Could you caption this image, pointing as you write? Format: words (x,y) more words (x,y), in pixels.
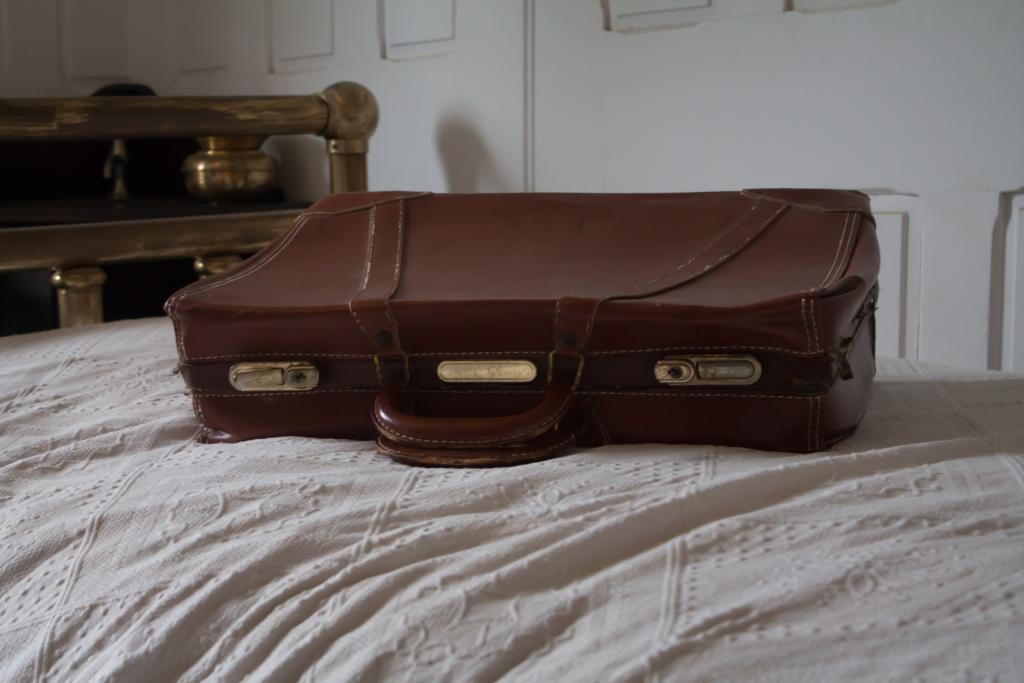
There is a brown suitcase (569,316) on a white bed (652,498).
